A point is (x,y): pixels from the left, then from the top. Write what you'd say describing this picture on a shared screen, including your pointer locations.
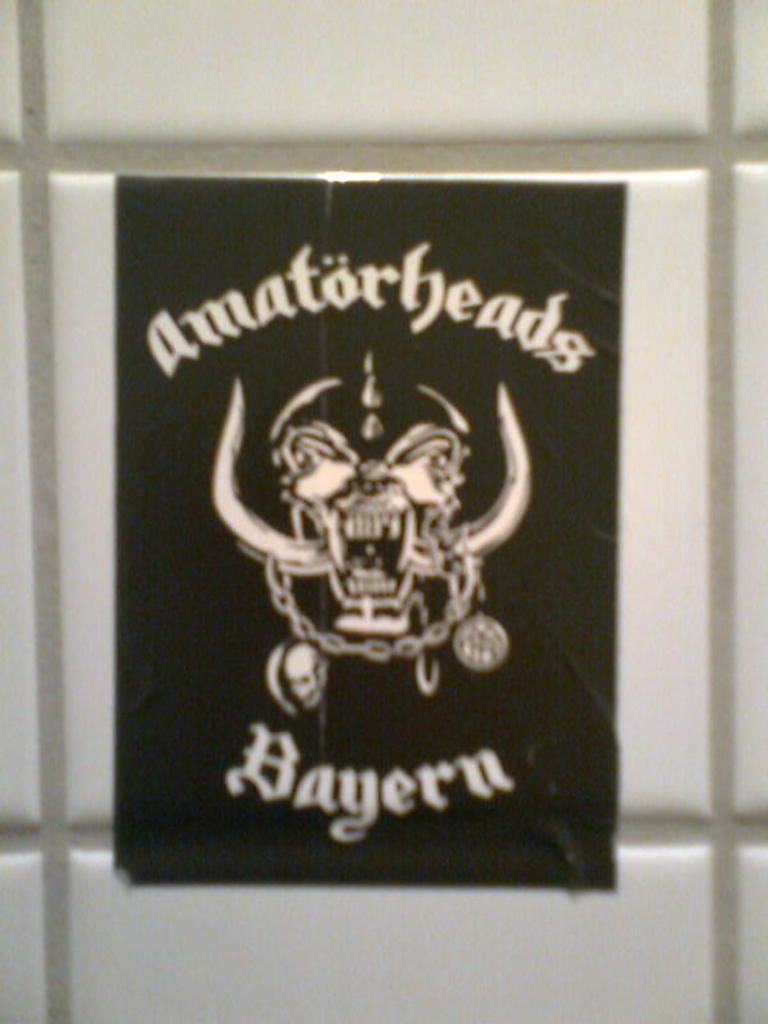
In this image we can see a poster (325,850) on which amator heads is written on it pasted on the wall (90,750).
